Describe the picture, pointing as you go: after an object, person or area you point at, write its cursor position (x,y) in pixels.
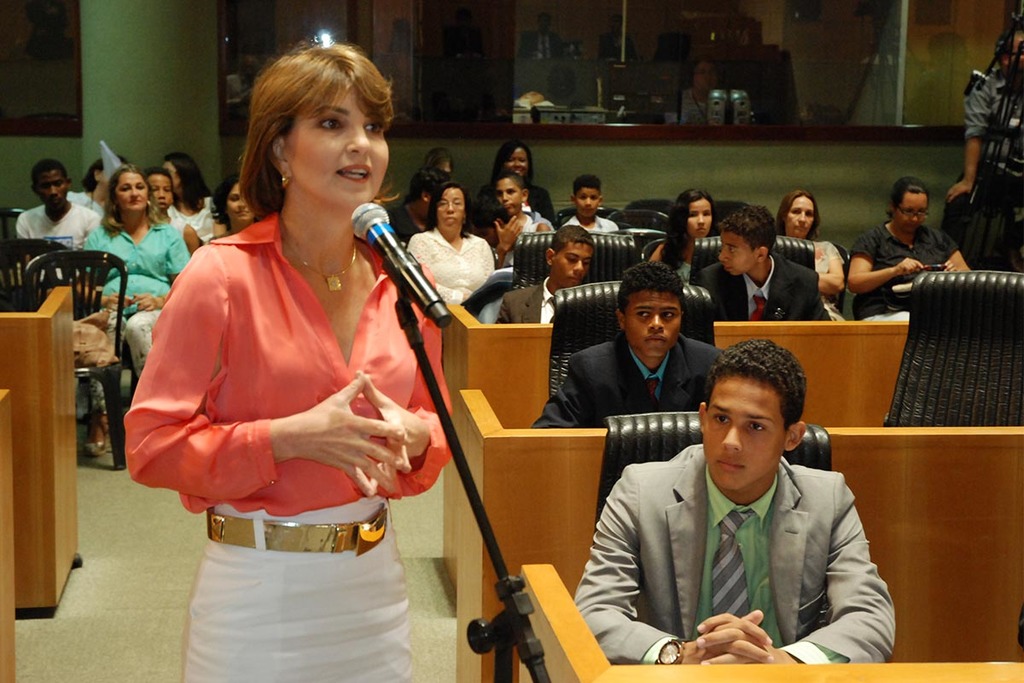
It is a conference, there are some kids (748,312) sitting on the chairs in the cabins (955,461), behind the kids (597,362) few other people (137,205) are sitting in the background (138,243) and in the front (298,393) a woman (287,418) is speaking something through the mic (382,253) and behind these people (134,222) there is a person (984,110) standing behind the camera (1000,133).
